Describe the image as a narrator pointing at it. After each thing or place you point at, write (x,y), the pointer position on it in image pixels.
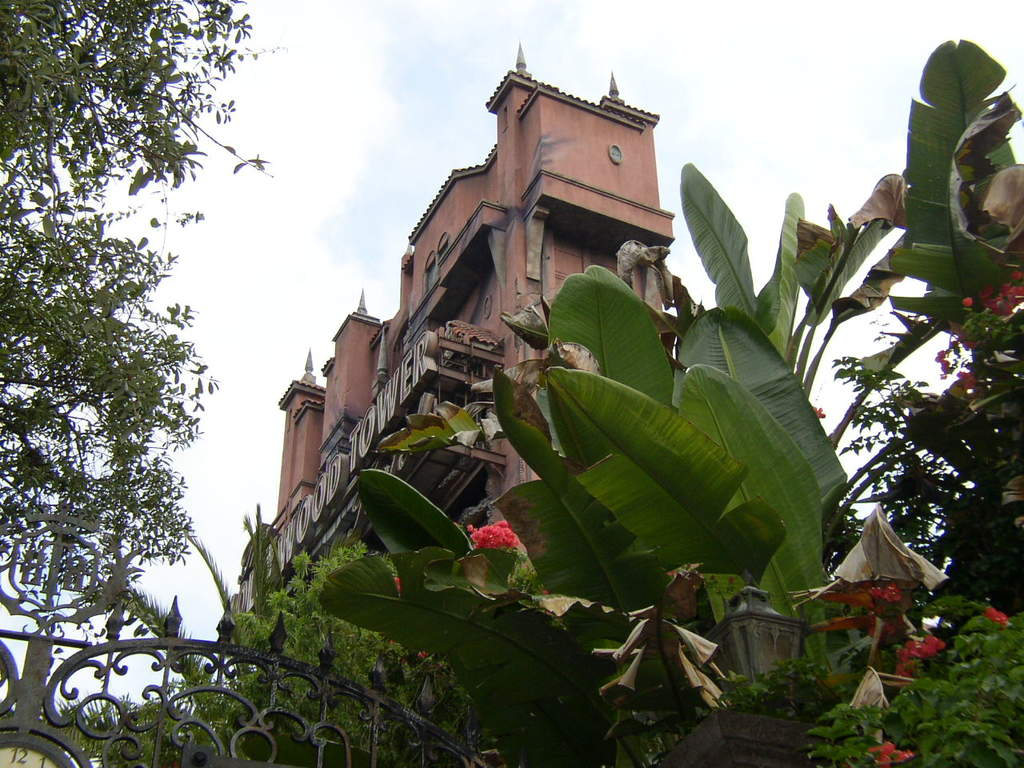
There is a gate (312,740) and trees (103,484) are present at the bottom of this image (485,660). We can see a building (374,359) in the middle of this image (499,308) and the sky (338,269) is in the background (375,232).
